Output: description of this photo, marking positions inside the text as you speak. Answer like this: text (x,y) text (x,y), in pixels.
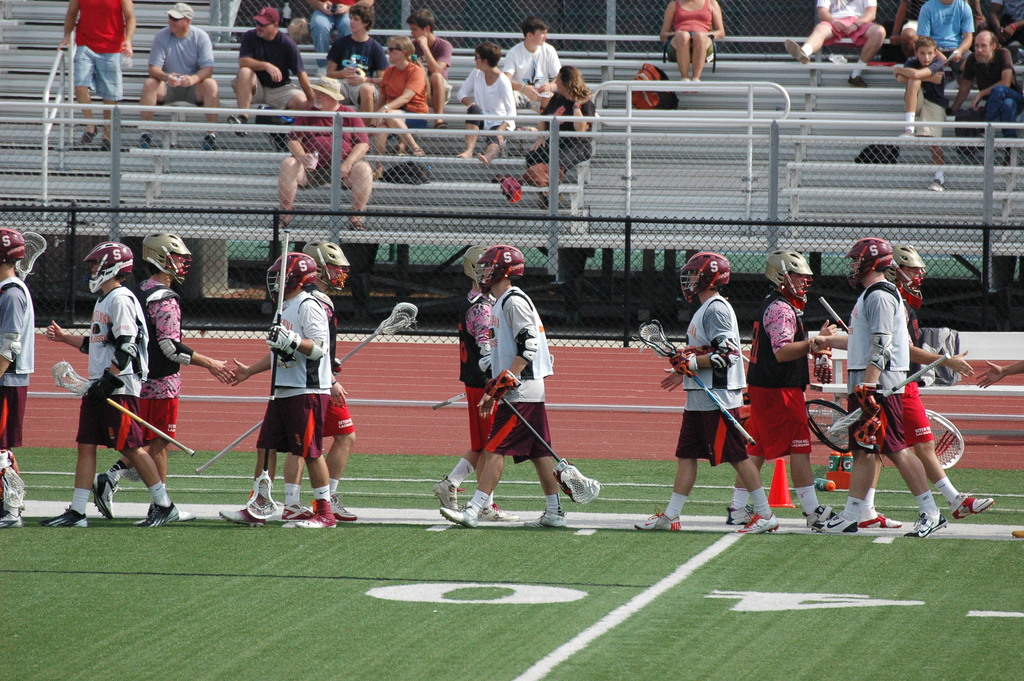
In this image few persons (126,390) are walking on the grass land (421,502). They are wearing helmets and they are holding sticks (159,430) in their hands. Behind them there is a fence (671,314). Few persons (1013,103) are sitting on the stairs (673,150). Left top of image (102,33) there is a person (99,23) wearing a red top (103,10) is holding the fence (97,120).
